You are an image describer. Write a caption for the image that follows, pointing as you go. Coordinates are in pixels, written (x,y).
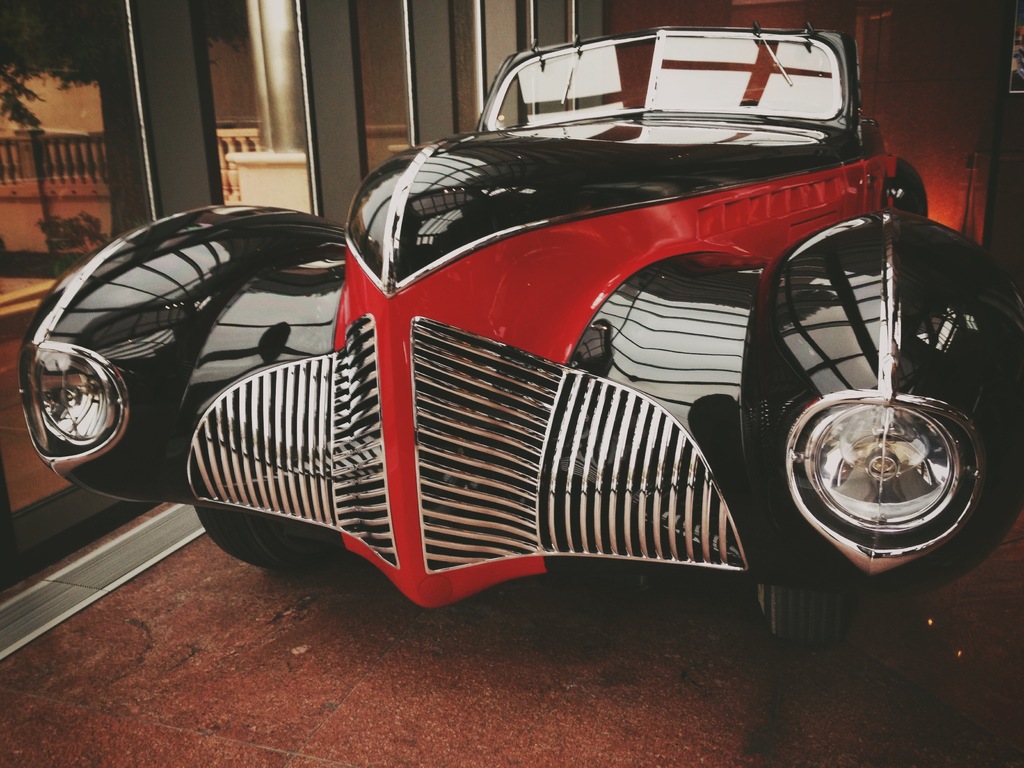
This image is taken indoors. At the bottom of the image (216,656) there is a floor (526,642). In the background (959,91) there is a wall (353,119). There is a tree (54,50) and there is a railing (80,169). In the middle of the image (445,400) a car (390,491) is parked on the floor (565,577). The car (410,357) is black and red in color.
